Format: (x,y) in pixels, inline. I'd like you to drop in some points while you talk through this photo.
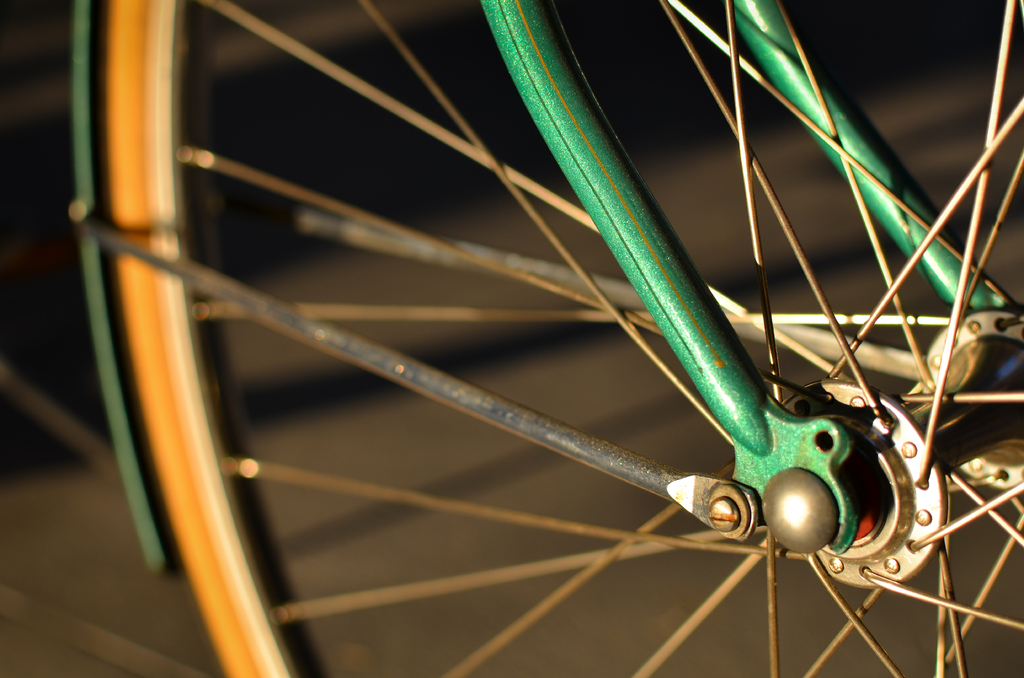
This image is taken outdoors. At the bottom of the image (93,601) there is a road (67,319). On the right side of the image (911,474) there is a bicycle wheel (135,44).
